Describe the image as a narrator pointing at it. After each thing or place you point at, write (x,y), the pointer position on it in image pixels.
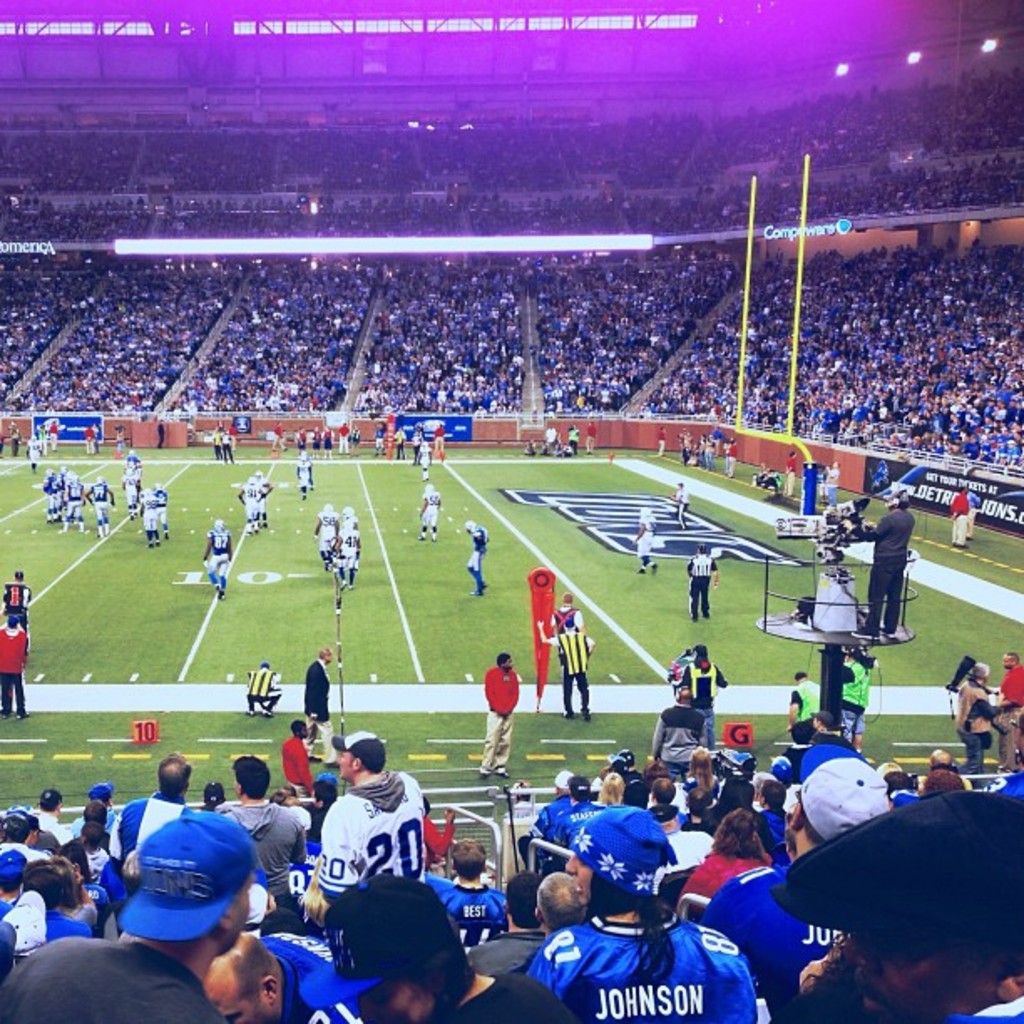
The image is taken in the stadium (560,706). In the center of the image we can see people (249,518) playing football. At the bottom (105,960) there is crowd (735,951). In the background (68,420) we can see boards (141,248) and lights (159,245).
